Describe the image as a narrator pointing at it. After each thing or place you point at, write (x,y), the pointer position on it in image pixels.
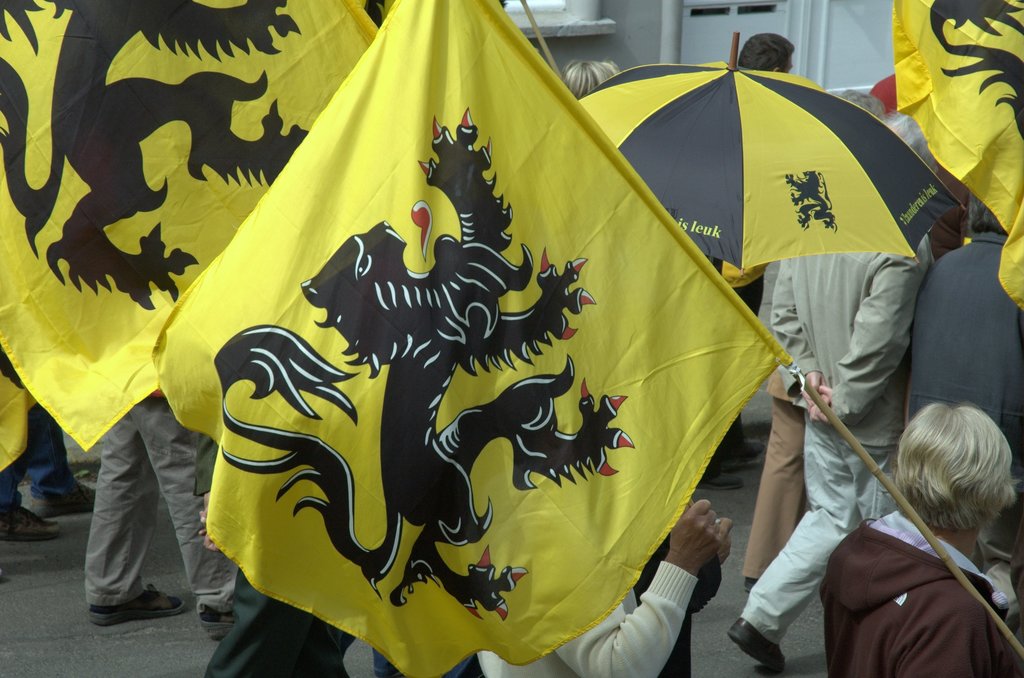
In this image we can see people (779,321) walking on the road (729,495) and some of them are holding flags (533,300) and umbrellas (773,222) in their hands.
